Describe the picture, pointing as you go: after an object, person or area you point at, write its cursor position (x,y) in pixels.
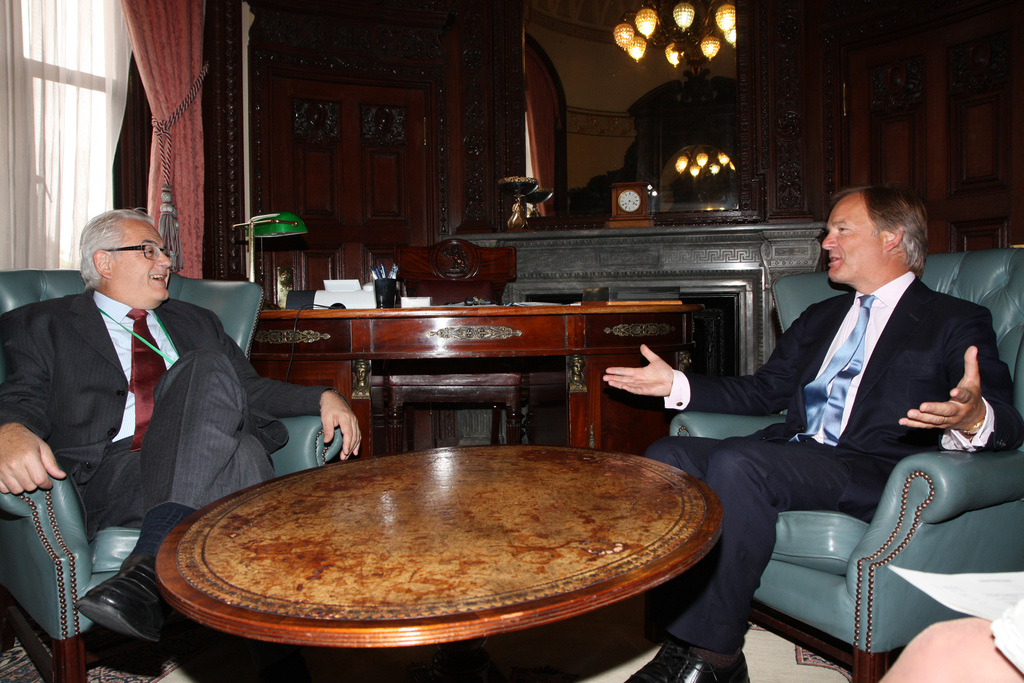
I can see in this image two men (181,389) who are wearing a suit (164,414) and sitting on a chair (887,542) in front of a table (431,538). In the background (67,54) I can see a clock (626,200), curtains (159,116), a table (585,361) with few objects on it.
